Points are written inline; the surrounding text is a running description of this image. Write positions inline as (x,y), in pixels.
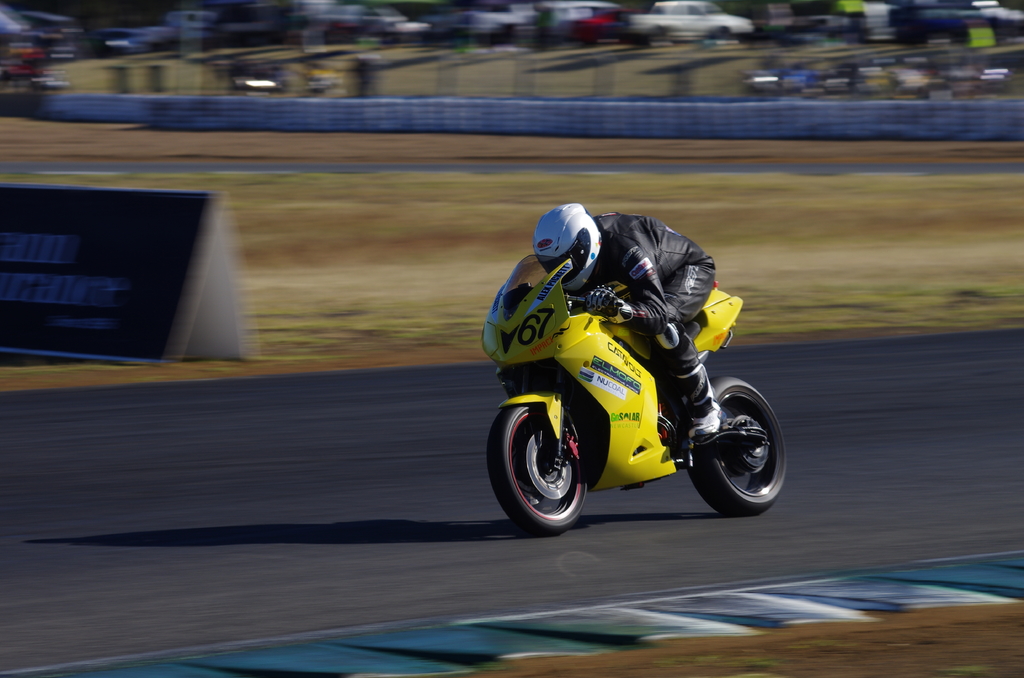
There is a person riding a bike (733,501) on the road (52,553). Here we can see a board (176,246) and vehicles (979,92).
